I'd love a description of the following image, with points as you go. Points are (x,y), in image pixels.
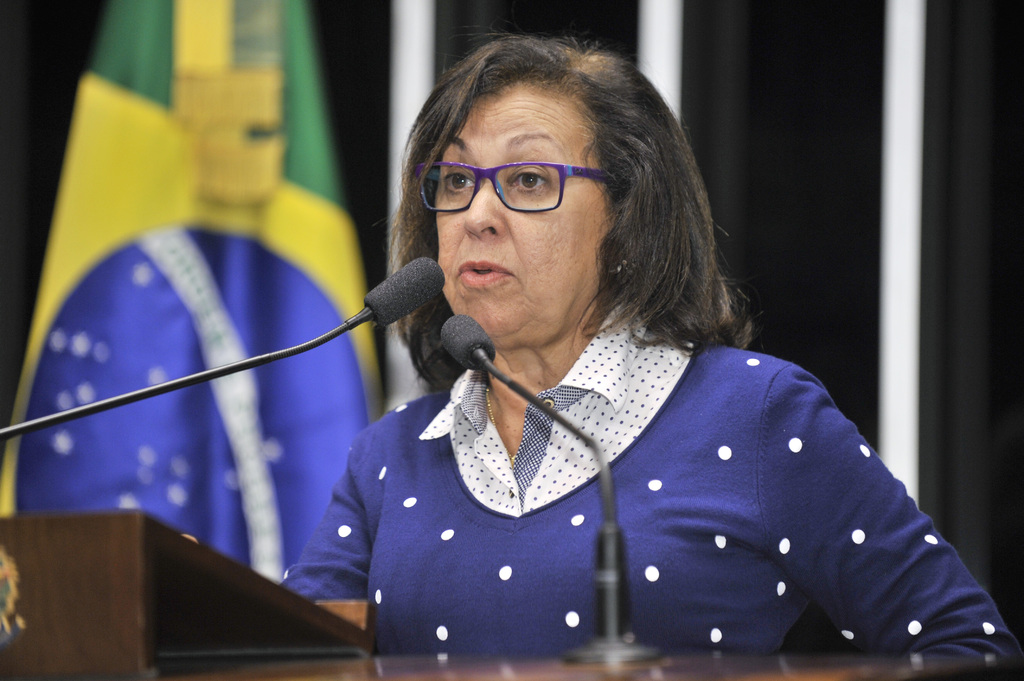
In the picture we can see the woman (601,423) standing near the desk (148,667) and talking into the microphone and she is in the blue dress (337,578) and behind her we can see a flag (172,482) and a wall (956,298).
